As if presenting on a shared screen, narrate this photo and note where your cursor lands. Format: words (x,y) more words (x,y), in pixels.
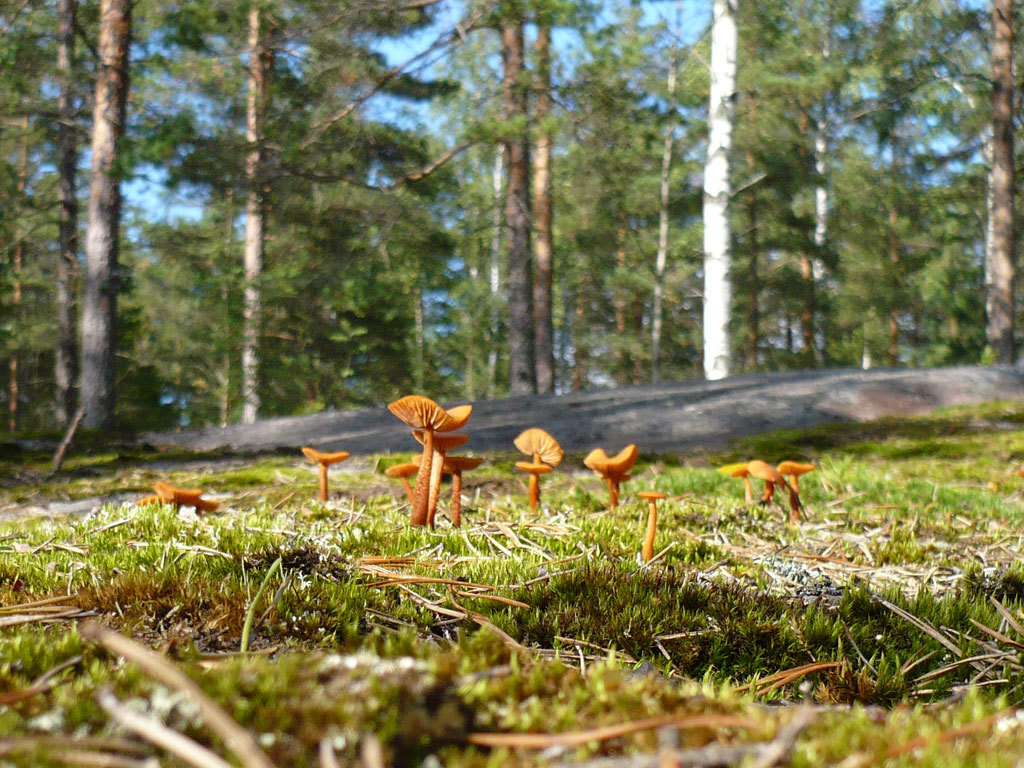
In this image we can see there are some trees (387,314), grass (370,462), mushrooms (404,414) and the sky (682,38).
